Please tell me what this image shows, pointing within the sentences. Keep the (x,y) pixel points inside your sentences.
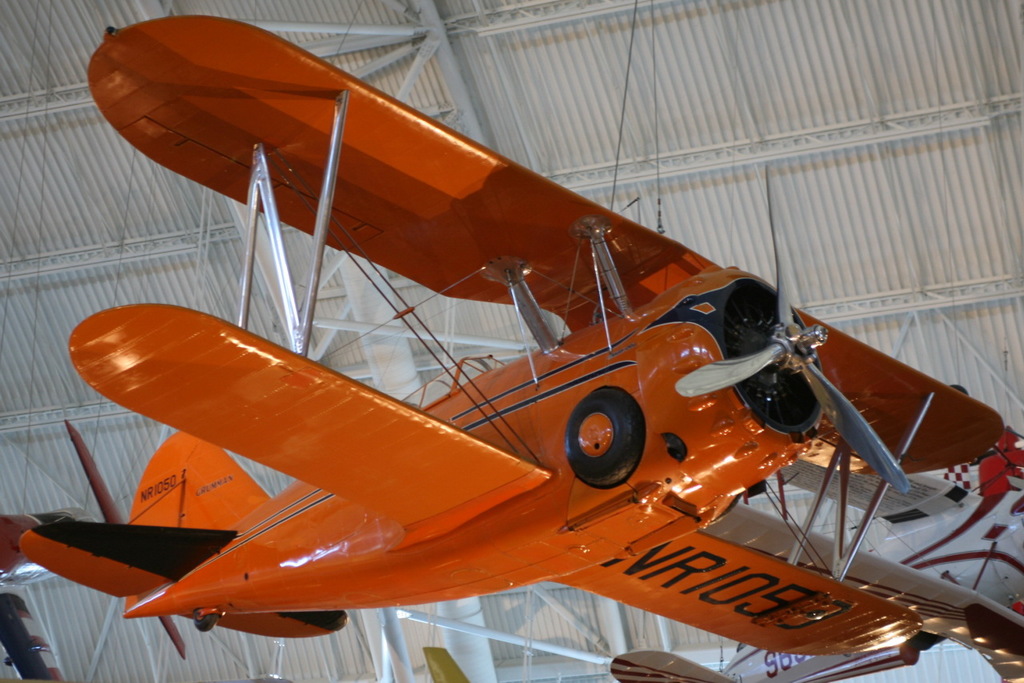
In the center of the image (565,414), we can see an airplane (552,279) and at the top (444,52), there is roof (460,55) and we can see rods (580,13).
